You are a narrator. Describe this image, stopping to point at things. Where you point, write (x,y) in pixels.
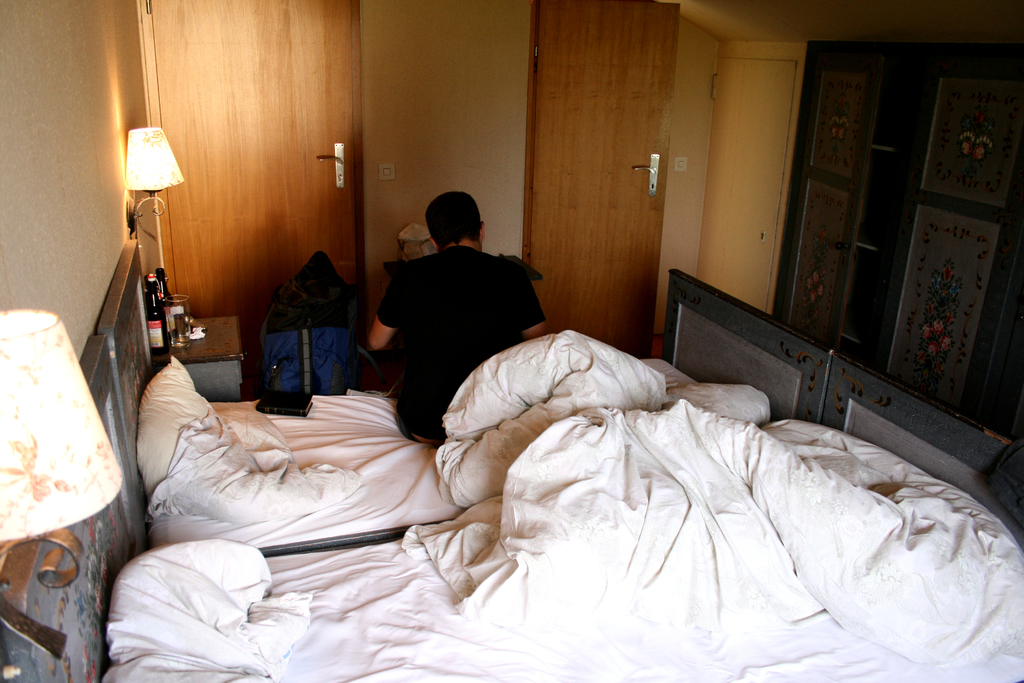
As we can see in the image there is a wall (501,127), doors (320,138), lamp (144,157), a man (435,338) sitting on bed (143,324), bag (341,384), bottles (154,278), glass (176,303) and on bed (401,452) there is a white color bed sheet (359,529) and pillows (145,448).
